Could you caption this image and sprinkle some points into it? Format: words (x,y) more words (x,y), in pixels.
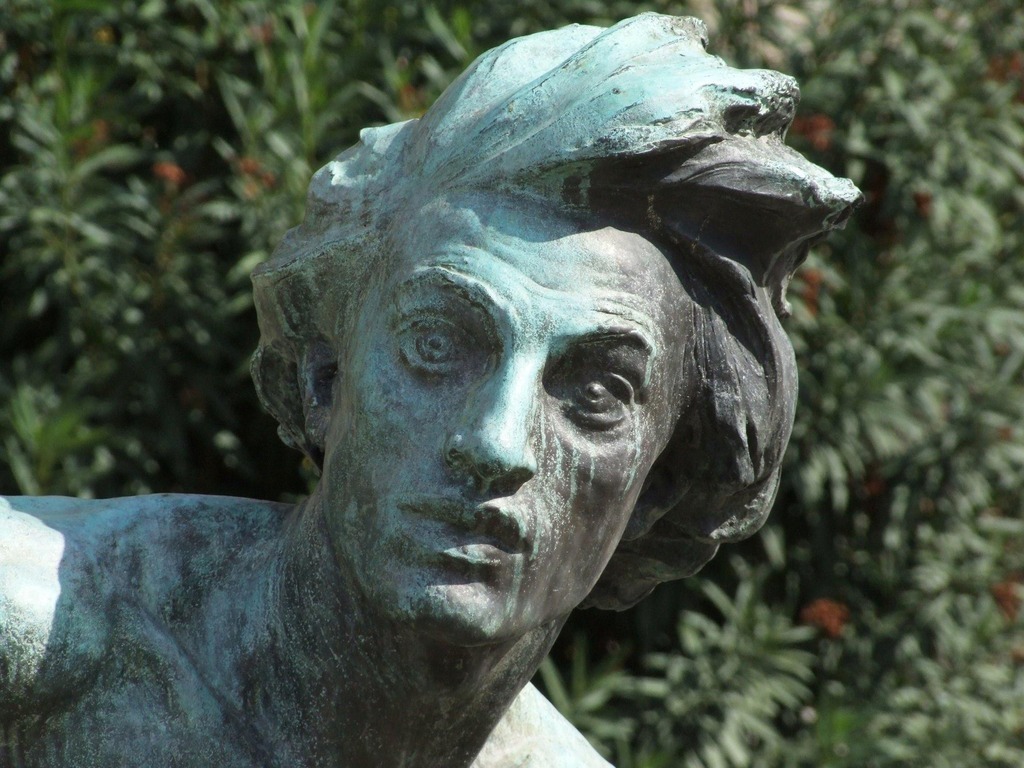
This picture shows a statue (625,481) of a man (669,504) and we see trees (761,45).
